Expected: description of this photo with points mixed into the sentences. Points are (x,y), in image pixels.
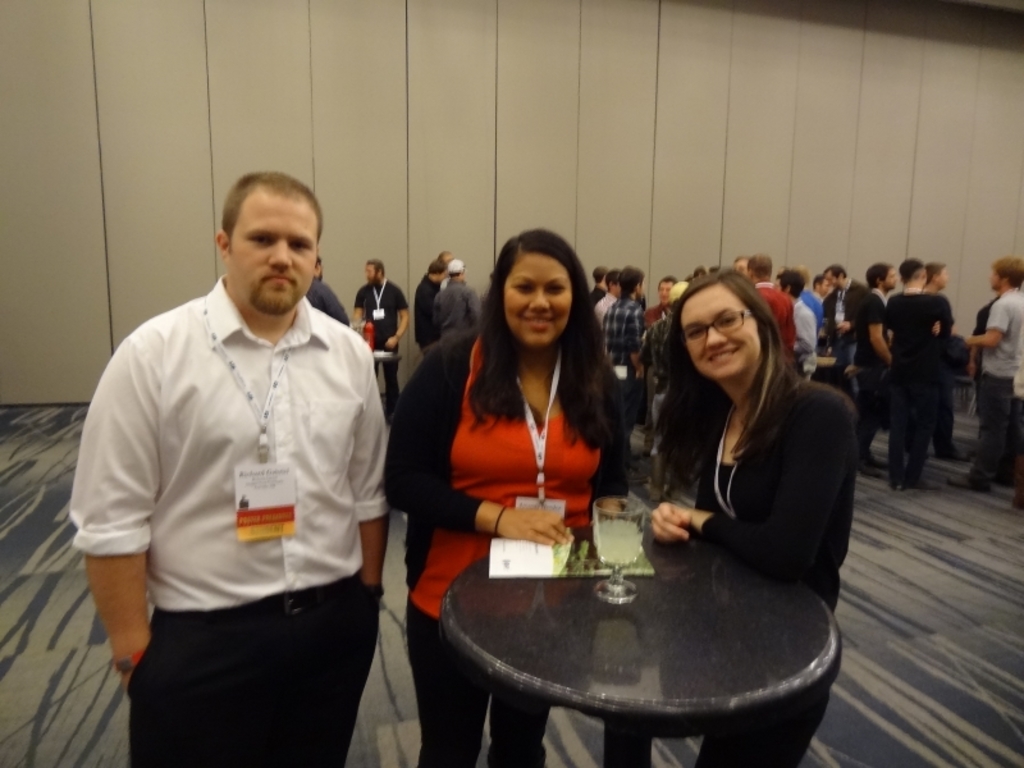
In front of the picture, we see three people (445,453) are standing. Out of them, two (495,449) are women (550,407) and one (306,418) is a man (301,406). In front of them, we see a table (684,616) on which paper (605,575) or a book (578,551) and a glass (605,547) containing liquid (632,557) are placed. Behind them, we see many people (418,320) are standing. In the background (349,188), we see a wall (389,167).
